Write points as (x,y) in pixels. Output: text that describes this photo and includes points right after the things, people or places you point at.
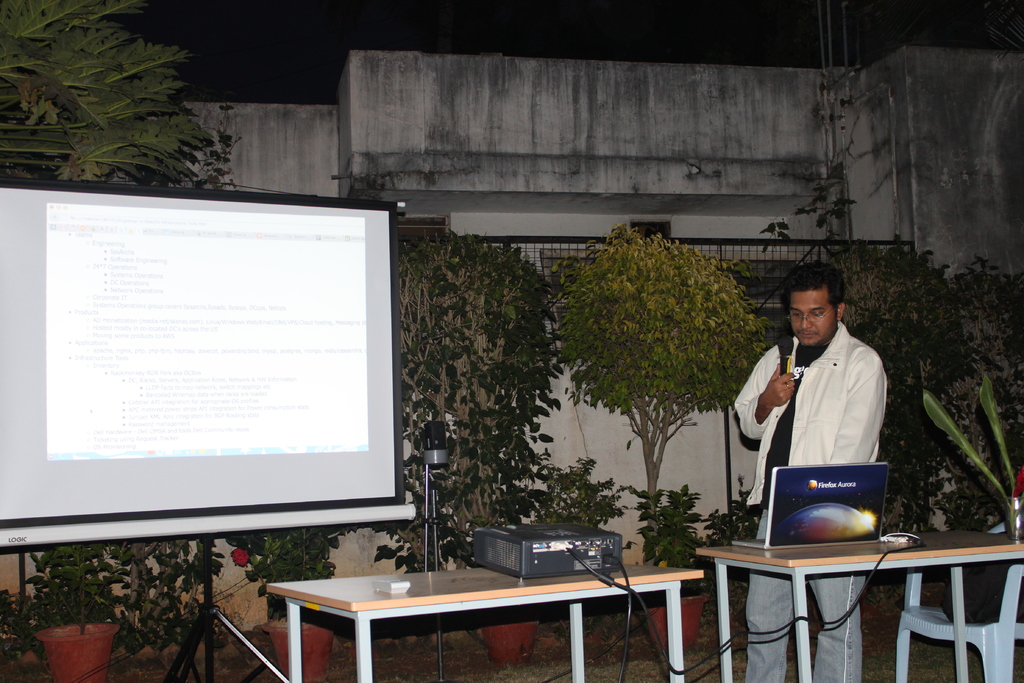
In this picture we can see man (771,463) standing holding mic (790,349) in his hand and looking at laptop (850,533) placed on a table (725,596) and beside to him we can see projector (600,549), screen (343,435) and at back (474,227) we can see trees (610,268), fence (550,237), house (633,148).
